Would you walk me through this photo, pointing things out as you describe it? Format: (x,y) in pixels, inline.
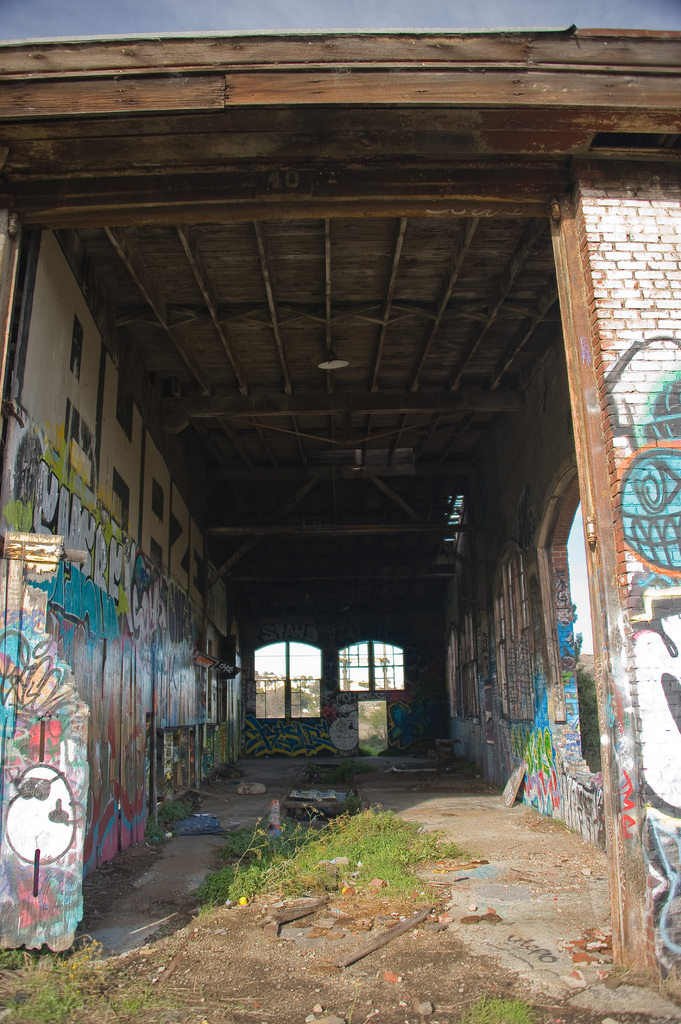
As we can see in the image there is a wall (71,636), grass (348,844), graffiti (155,662) and windows (293,677).
